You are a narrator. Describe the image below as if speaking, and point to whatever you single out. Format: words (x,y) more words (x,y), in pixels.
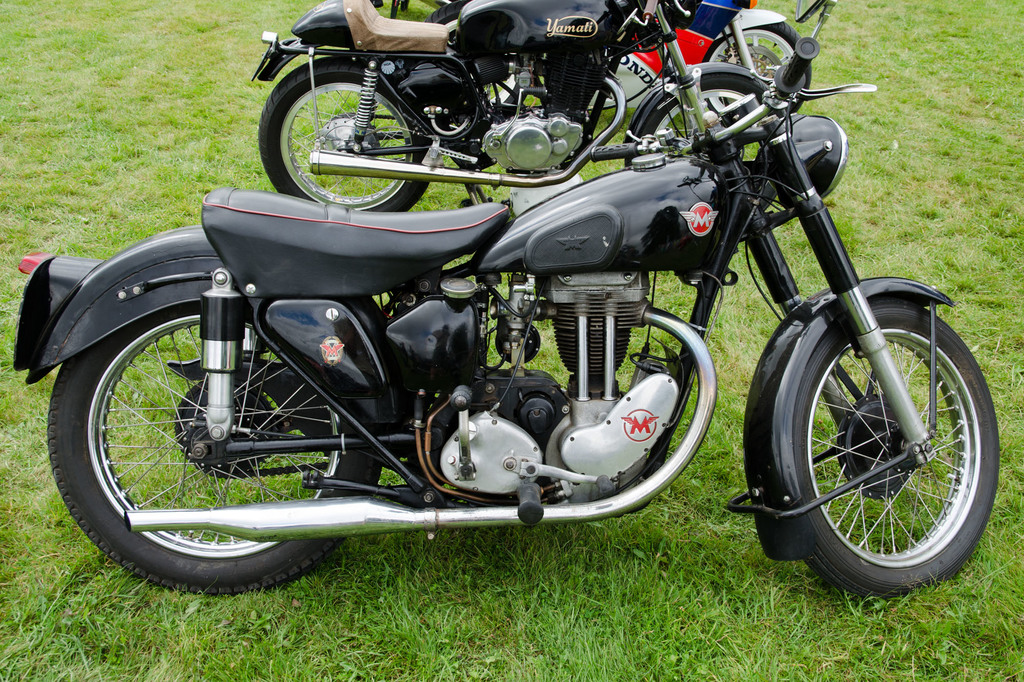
In this image we can see bikes (574,152) and grass (935,35) on the ground (437,605).
